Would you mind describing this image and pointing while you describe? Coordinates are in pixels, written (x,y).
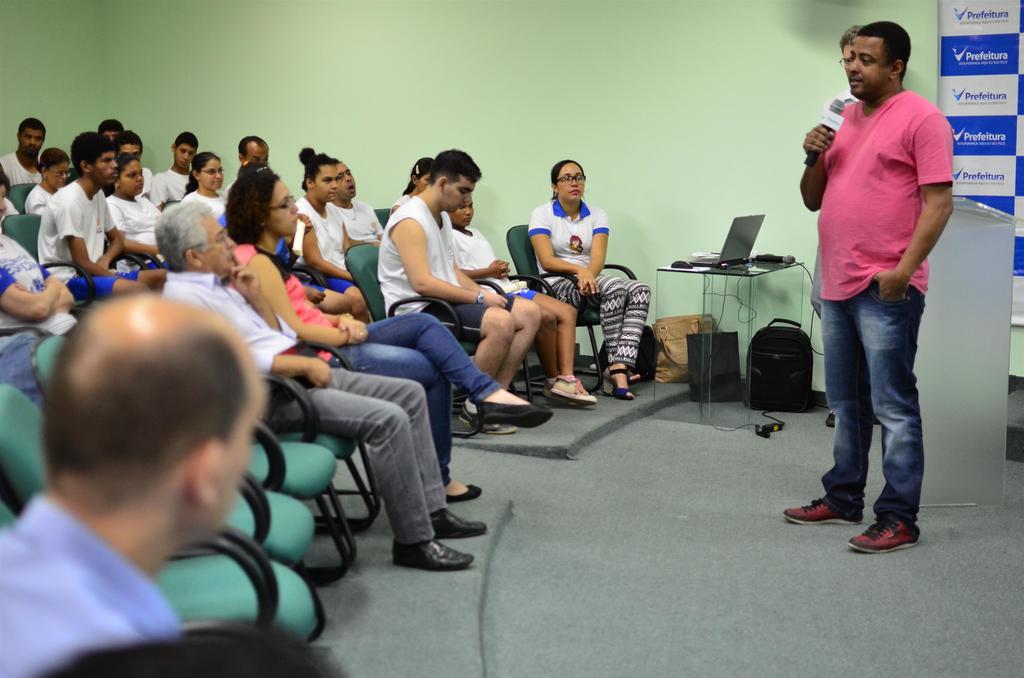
here in this picture we can see the persons (420,252) sitting and listen to the person (893,176) who is standing there and talking in a microphone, here in the table (716,291) we can see a laptop (715,266) and a mouse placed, where we can also see a bag (718,341) which is placed near to the table (709,396), here we can also see poster (976,128) or a banner (972,112) with certain text (972,140).
